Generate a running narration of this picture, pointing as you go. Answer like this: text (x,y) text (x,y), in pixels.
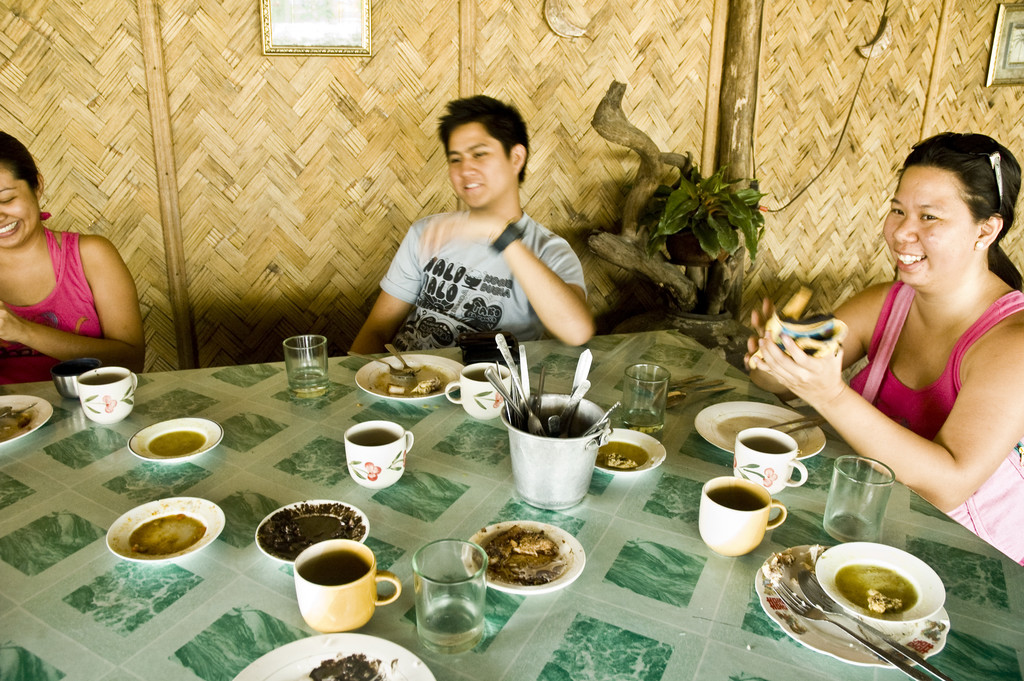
In this image, There is a table (989,665) which is in green color on that table (234,576) there are some glasses (874,530) and cups (385,455) and there are some plates (311,645) and there are some people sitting on the chairs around the table (63,401) and in the background (77,130) there is a yellow color bamboo wall (366,91).
